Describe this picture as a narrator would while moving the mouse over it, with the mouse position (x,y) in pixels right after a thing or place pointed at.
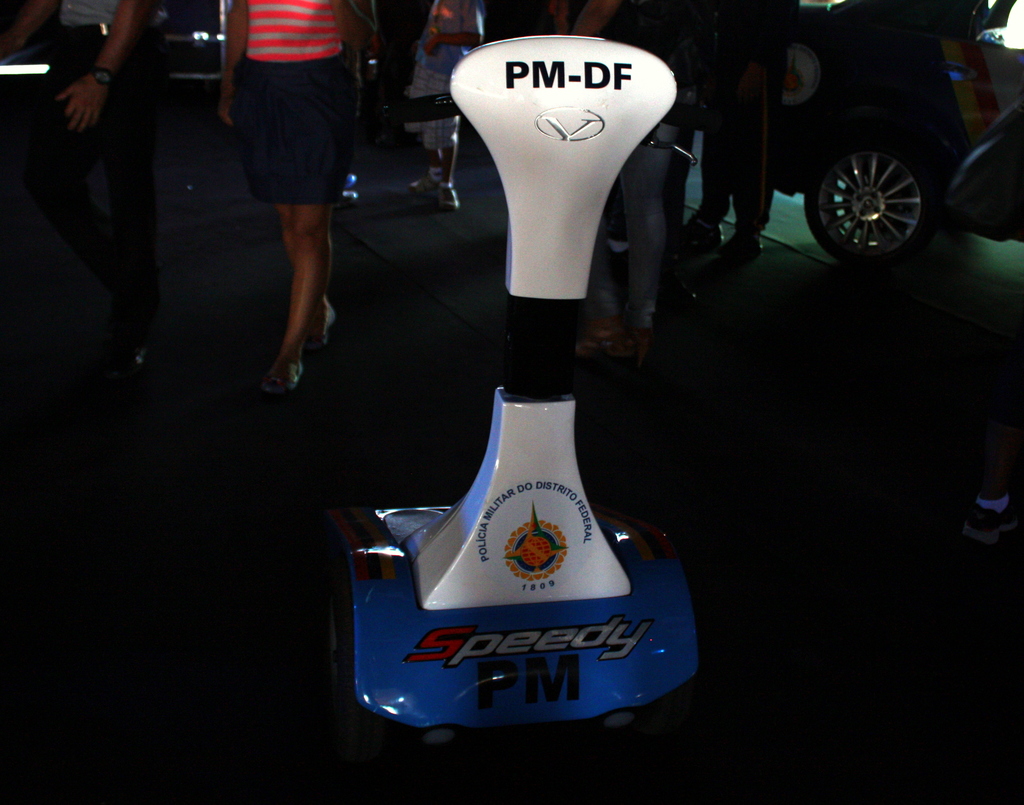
In this image I can see a white, black and blue colored object (516,516) on the floor (770,649). In the background (334,32) I can see few persons (238,53) standing on the floor (729,603) and a car (934,98) on the green colored carpet (968,259).
